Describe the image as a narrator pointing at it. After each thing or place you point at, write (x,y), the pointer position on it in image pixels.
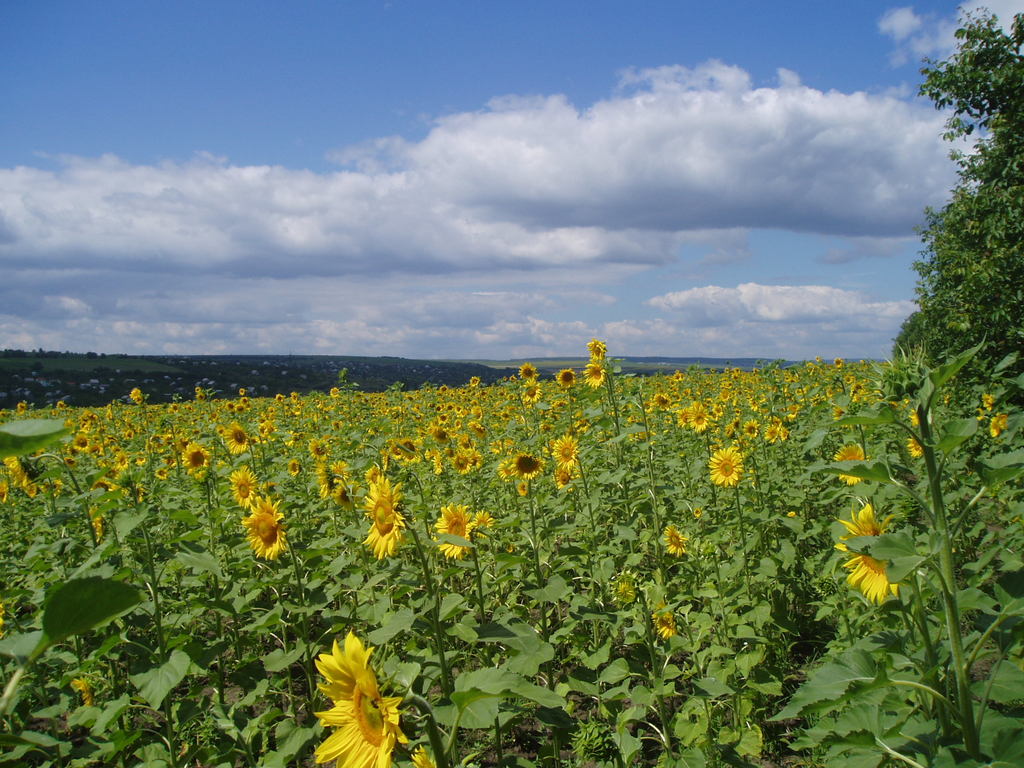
In this image we can see plants (480,621), flowers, and trees (966,51). In the background (500,333) there is sky (634,161) with clouds (428,187).
